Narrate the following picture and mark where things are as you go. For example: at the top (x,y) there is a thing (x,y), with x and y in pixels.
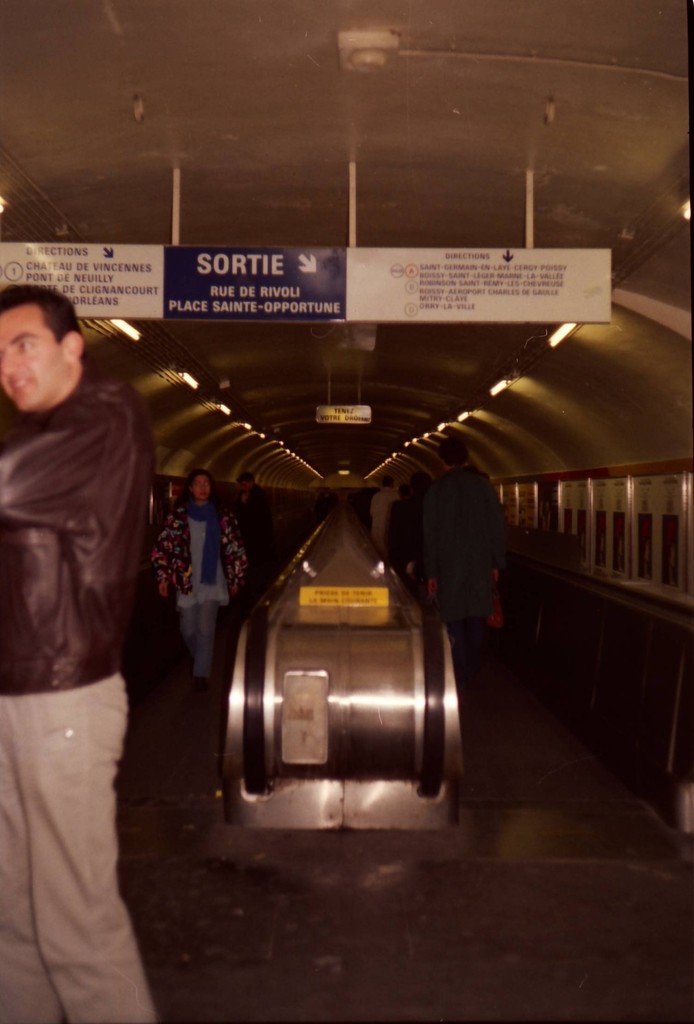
In this image there are group of people (64,637) walking, and in the center (306,637) there is a railing (318,564). At the top of the image (253,304) there is board (356,286), on the board (413,284) there is text (425,284) and in the background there are some lights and on the right side (592,509) there are some boards (577,515). At the top (342,154) there is ceiling (486,154) and at the bottom (257,852) there is floor (397,839).
